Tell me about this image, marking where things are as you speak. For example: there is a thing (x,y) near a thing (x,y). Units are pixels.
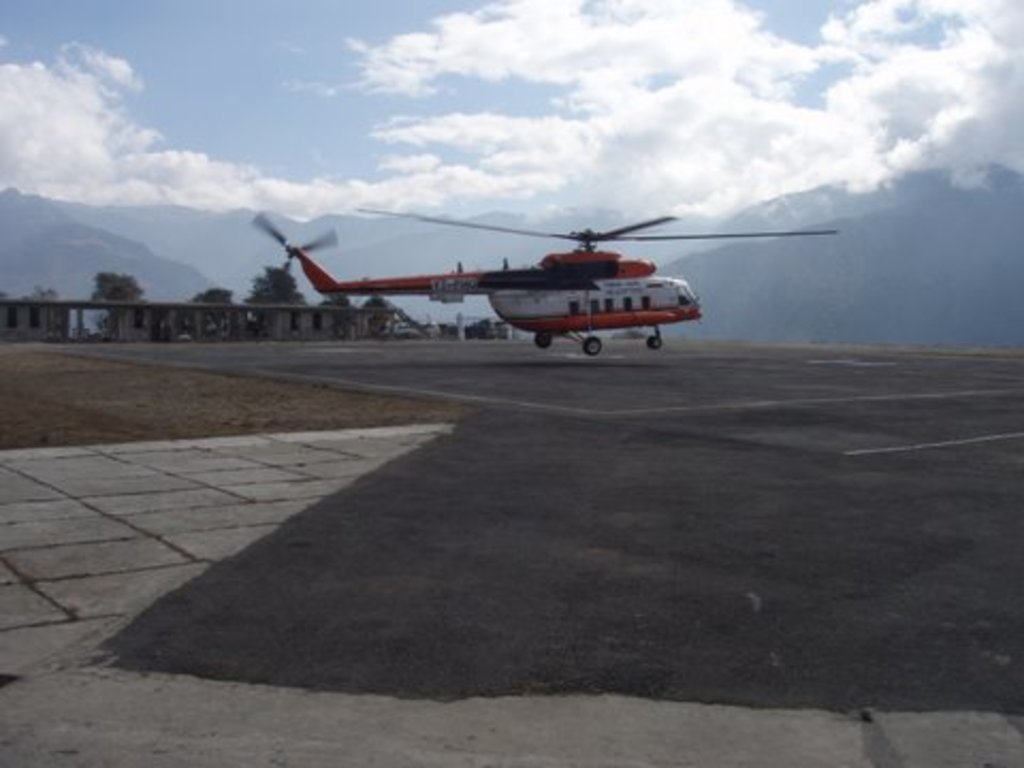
In this image we can see a helicopter (472,286). At the bottom of the image (677,570) there is road (779,491). In the background of the image (750,241) there are mountains (319,230), trees (293,293), sky (327,120) and clouds (173,204).
